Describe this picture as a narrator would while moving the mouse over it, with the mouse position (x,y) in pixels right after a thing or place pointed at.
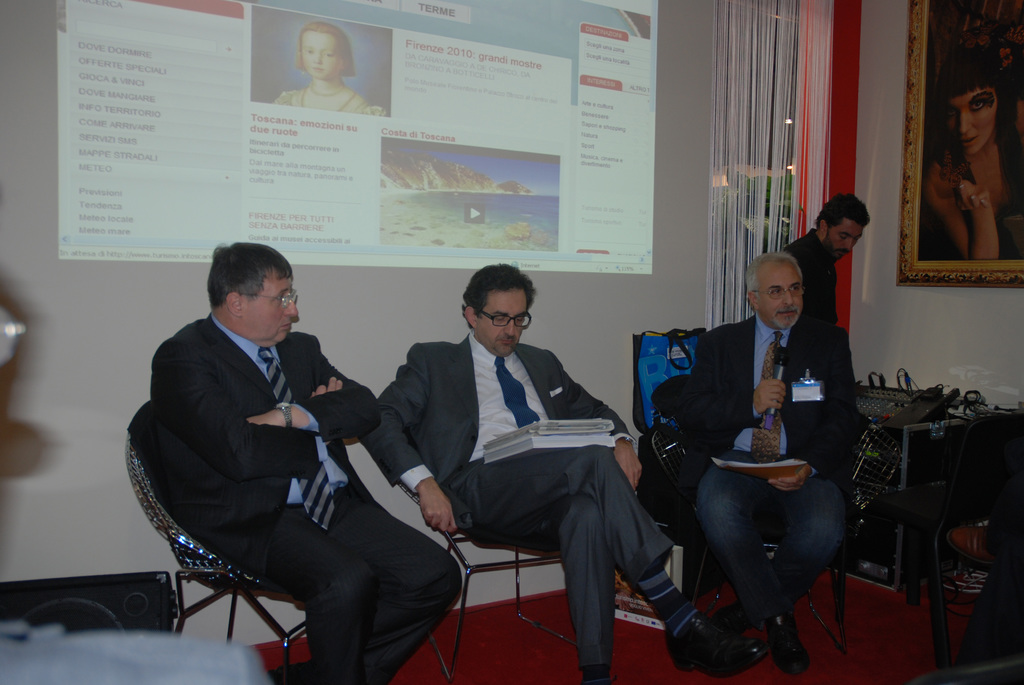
In this picture I can see 3 men (491,320) sitting in front (744,400) and I see that the man (739,384) on the right (728,395) is holding a mic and other thing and I see few things (567,432) on the legs (501,480) of a man (504,389), who is sitting in the middle (455,349). In the background (213,104) I can see a projector screen (318,122) and I see pictures (343,36) and something is written on it. On the right side of this image (871,414) I can see another man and I see an electronic equipment (897,426) in front of him. On the top of this picture (981,221) I can see a photo frame (931,251) of a woman (967,212) on the wall (1002,308).
